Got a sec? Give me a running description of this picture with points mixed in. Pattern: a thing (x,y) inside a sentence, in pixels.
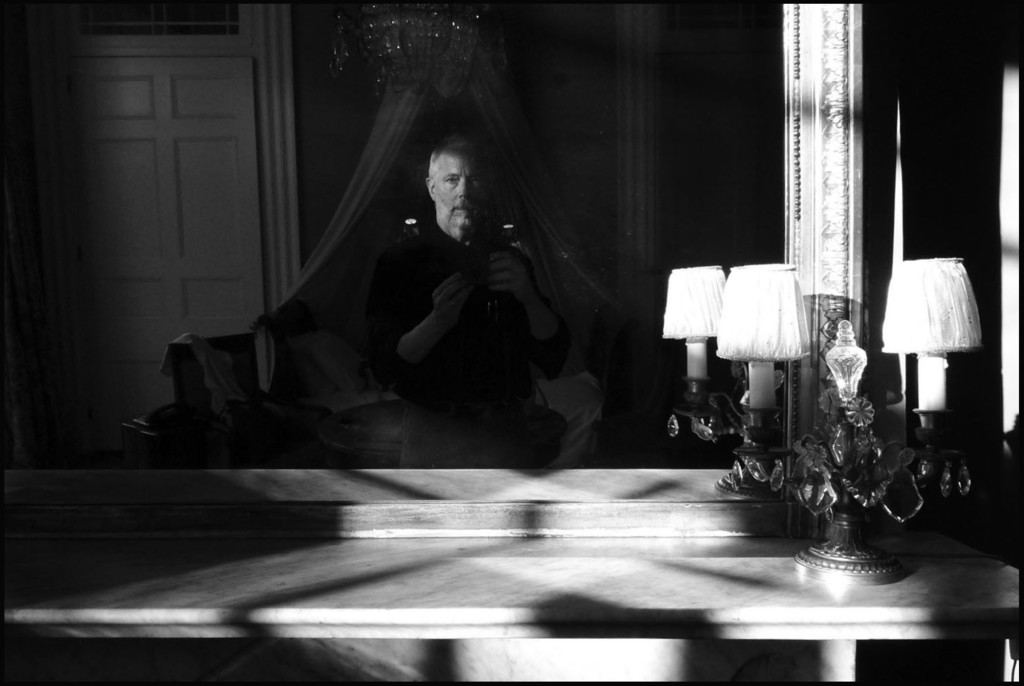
In this image i can see a person (472,414) wearing a black shirt (465,393) and pant (470,418) standing and holding the camera (468,262) in his hand (516,283). In the background (242,113) i can see the chandelier (383,60), the door (170,185), the wall (316,136) and the bed (339,371). To the right side of the image (822,406) i can see a lamp (870,471).
